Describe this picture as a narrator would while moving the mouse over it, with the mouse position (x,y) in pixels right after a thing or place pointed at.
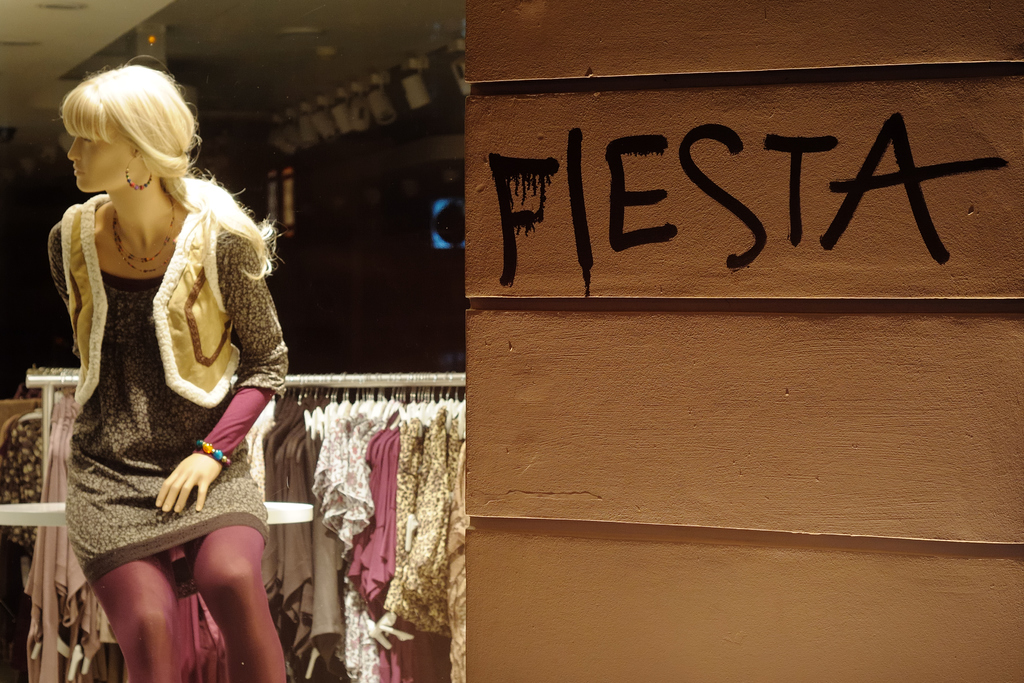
On the left side of the image (102,281) we can see mannequin (118,321) wearing dress (130,546). On the right side of the image (874,157) there is a wall (874,380). In the background (408,90) there are light (297,140) and dresses (344,423).
